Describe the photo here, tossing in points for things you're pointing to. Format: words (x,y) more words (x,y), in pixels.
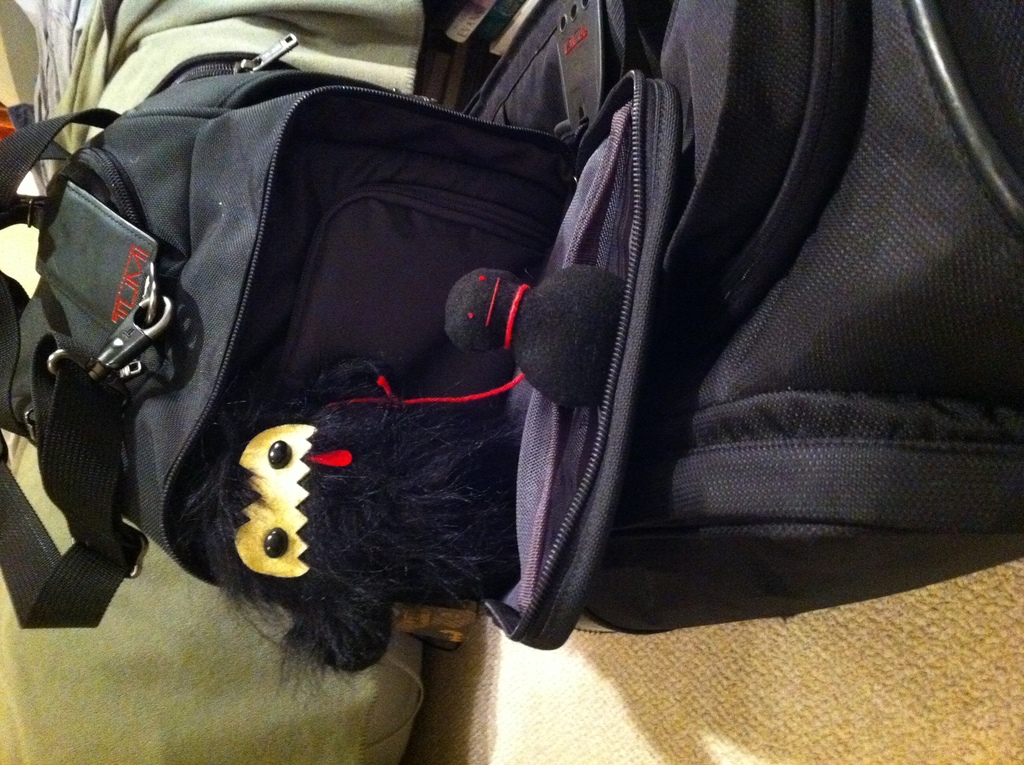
In this picture we can see a toy (259,432) in the bag (458,205) which is in black color.
